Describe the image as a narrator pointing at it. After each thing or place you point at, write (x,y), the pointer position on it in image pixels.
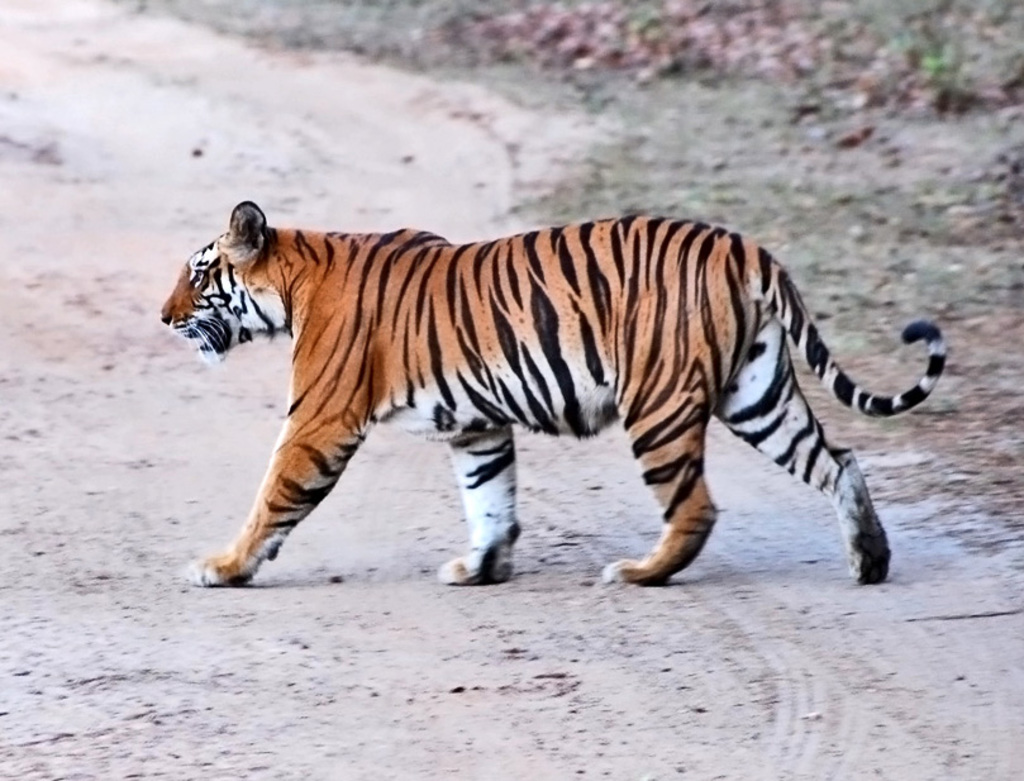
In this picture, we can see an animal (442,380) on the ground (891,94), and we can see the blurred background (1000,241).
